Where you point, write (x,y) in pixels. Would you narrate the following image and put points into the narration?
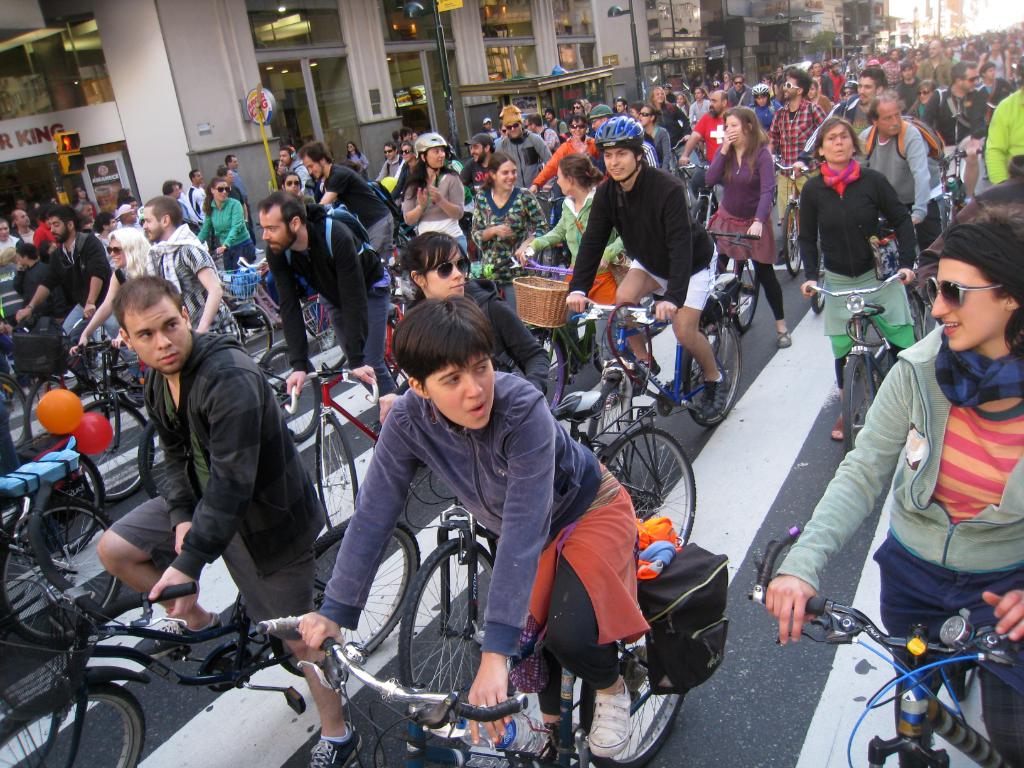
There are many people (378,500) riding a bicycle (425,573) on the road (760,299). Some of them were wearing helmets (621,143). Some of them were wearing spectacles (931,294). There are men (612,214) and women (468,283) in this picture. In the background (479,42) there are some buildings (258,72).
